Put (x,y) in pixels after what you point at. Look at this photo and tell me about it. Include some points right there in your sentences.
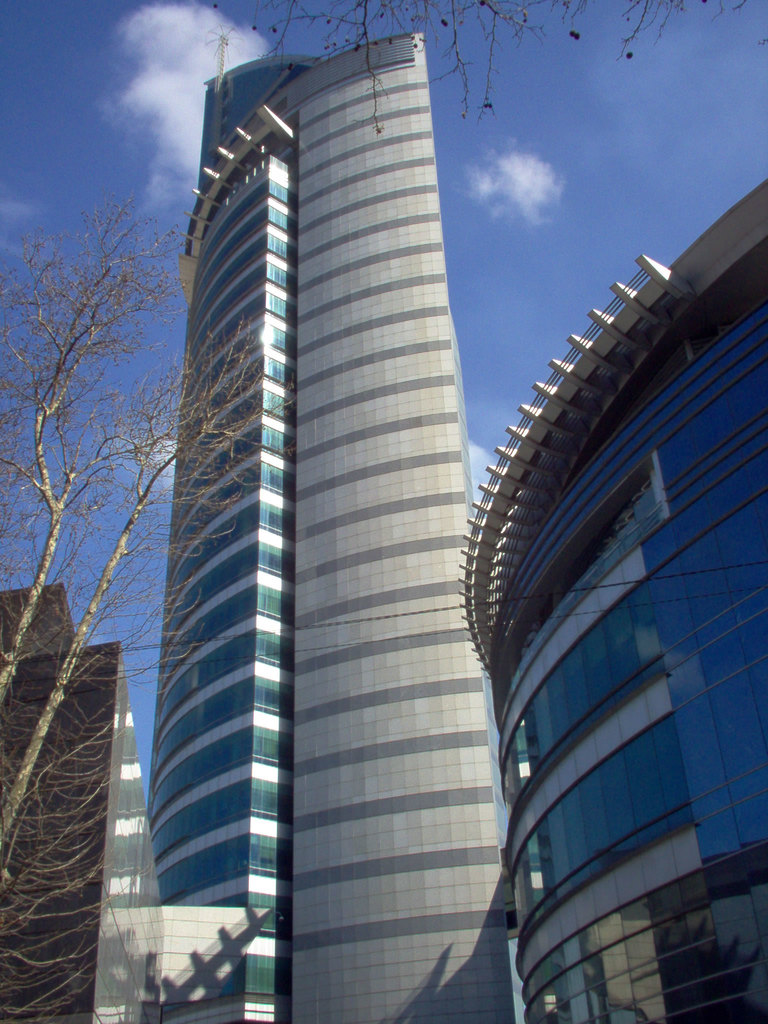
In this picture we can see buildings (468,769) and trees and in the background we can see sky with clouds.
